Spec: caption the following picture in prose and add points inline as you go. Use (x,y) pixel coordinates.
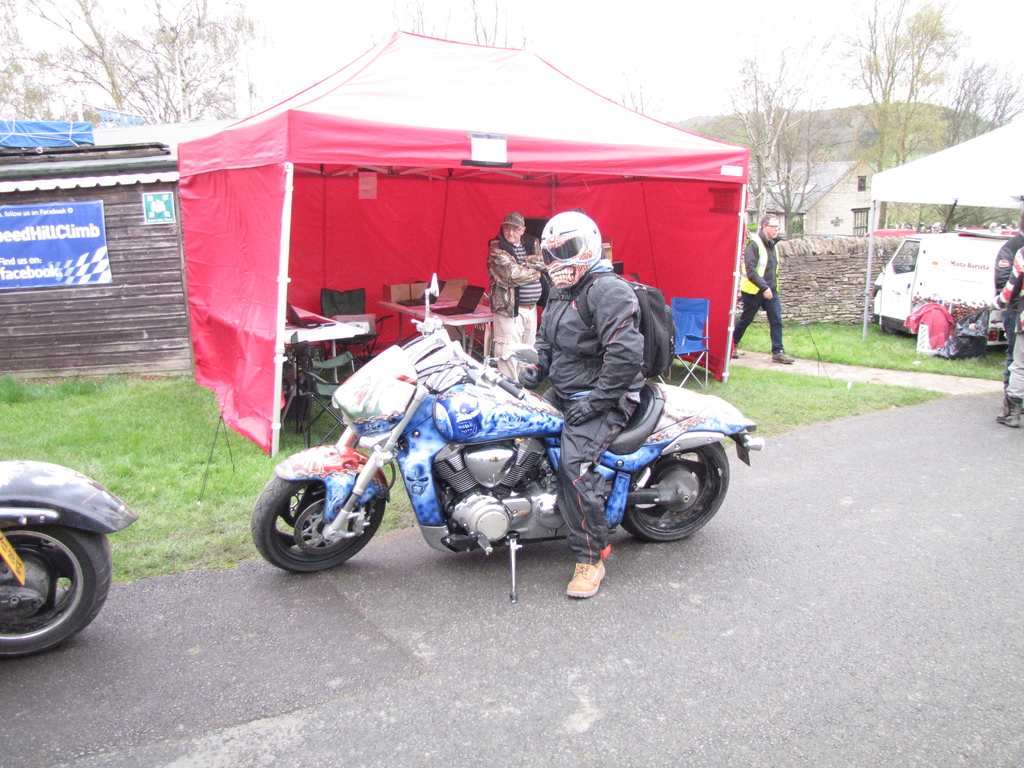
This picture is clicked outside. In the center (550,337) there is a person (595,326) wearing helmet (569,220), backpack (667,346), gloves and sitting on the bike (632,478) and we can see the tents (621,219) and there are some objects (923,309) placed on the ground (895,351) and we can see the group of persons (1022,270) and the green grass (73,399) and some houses (68,155) and a shutter (126,247) and we can see the text (52,226) on the blue color banner (83,239). In the background (673,106) there is a sky (625,52), hills (843,130) and a vehicle (927,271).
